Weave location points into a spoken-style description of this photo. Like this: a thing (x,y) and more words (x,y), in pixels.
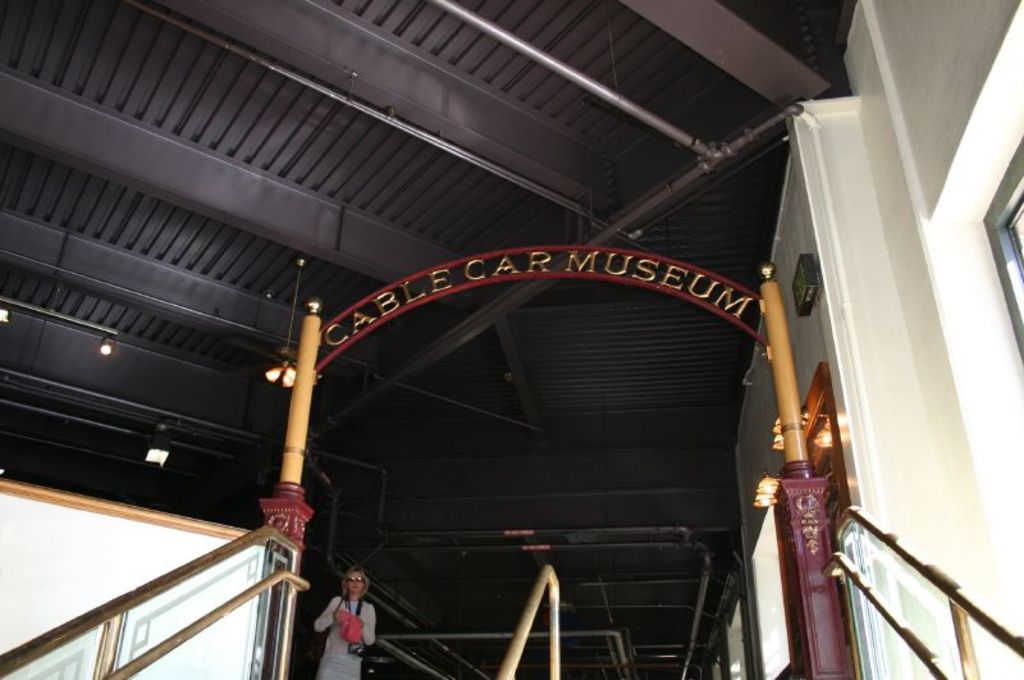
In this image there is a woman (360,603) standing towards the bottom of the image (355,625), she is holding an object (358,636), she is wearing goggles (356,581), there is a wall (885,338) towards the right of the image (966,322), there is an object (800,266) on the wall (827,253), there is the roof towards the top of the image (360,157), there are lights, there is a wall (73,557) towards the left of the image (78,543), there are metal objects (524,640) towards the bottom of the image (964,643), there are windows (766,617), there is text (360,312).
